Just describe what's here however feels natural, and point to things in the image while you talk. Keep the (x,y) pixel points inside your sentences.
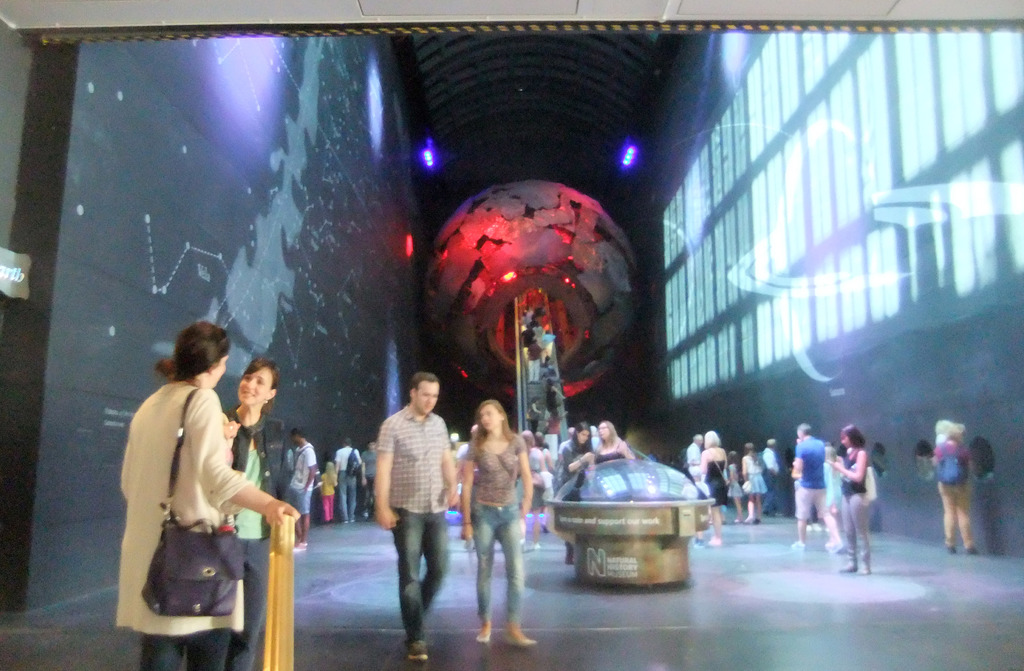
In this image we can see there are people (770,467) walking on the floor (313,529) and there is the person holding stick (282,578). And there is the globe structure (562,235) with stairs (518,341) and there are a few people (539,379) walking on the stairs (534,339). On the right side (755,117), we can see the windows (808,226) and on the left side (249,203), there is the wall (213,163) with a screen (307,155). And there is the object (610,474) on the floor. At the top (436,158) there are lights (630,166).
